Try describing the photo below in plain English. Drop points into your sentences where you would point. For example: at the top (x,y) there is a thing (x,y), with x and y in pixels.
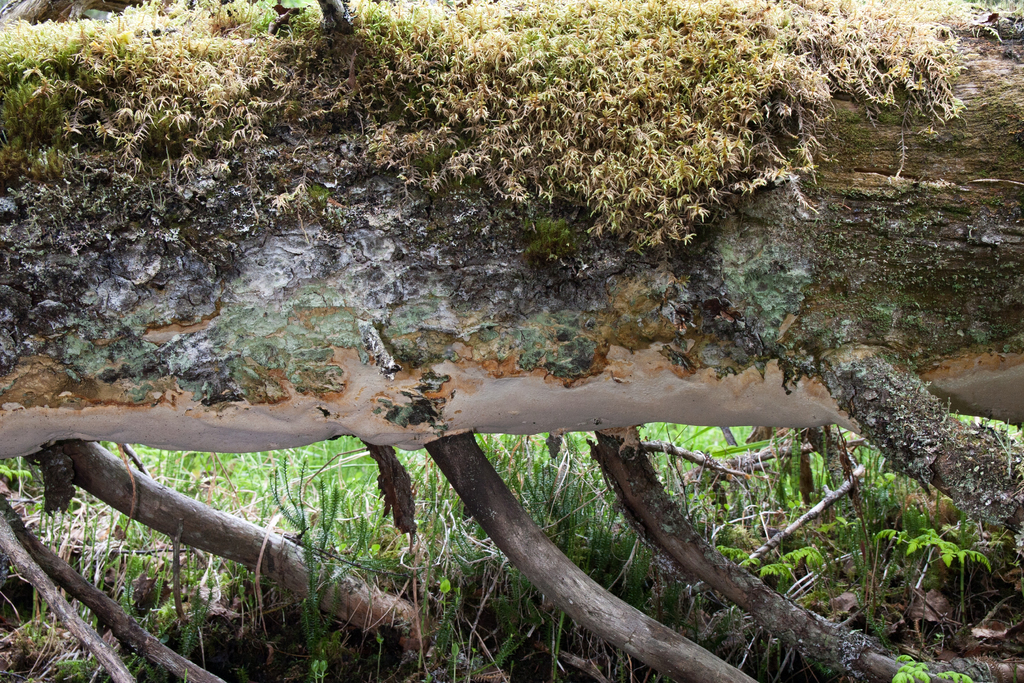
In the image in the center (521,306), we can see one wood (444,306) and grass (374,537).
